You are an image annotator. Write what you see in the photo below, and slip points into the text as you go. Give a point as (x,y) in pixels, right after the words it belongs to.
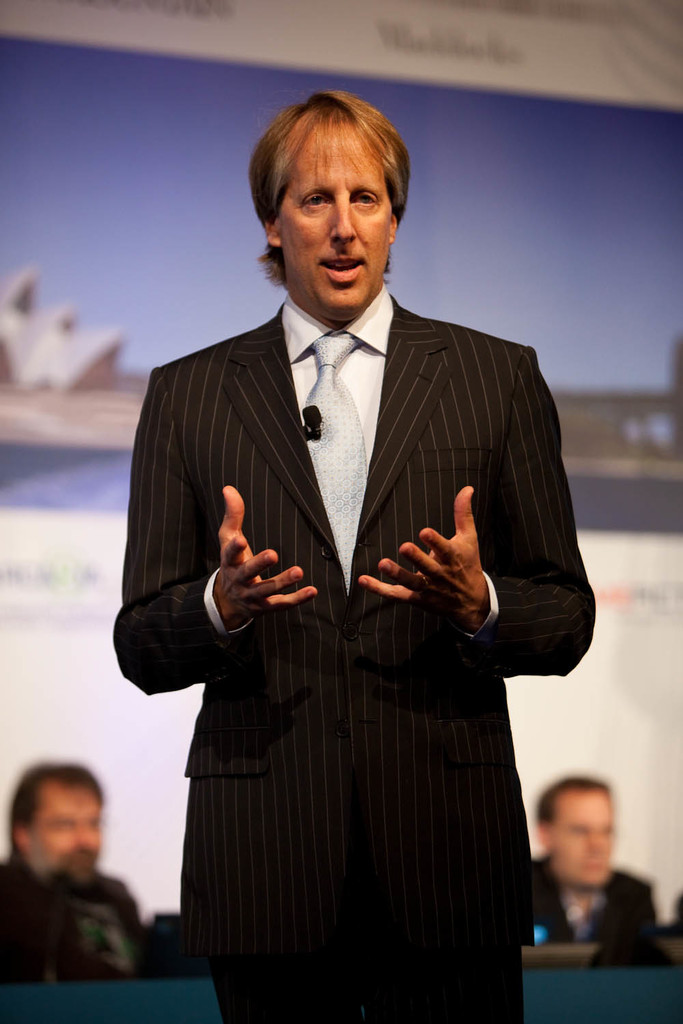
In this image we can see a person (256,510) standing on the floor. In the background (565,798) there are two men (564,877) sitting on the chairs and an advertisement (77,190).
